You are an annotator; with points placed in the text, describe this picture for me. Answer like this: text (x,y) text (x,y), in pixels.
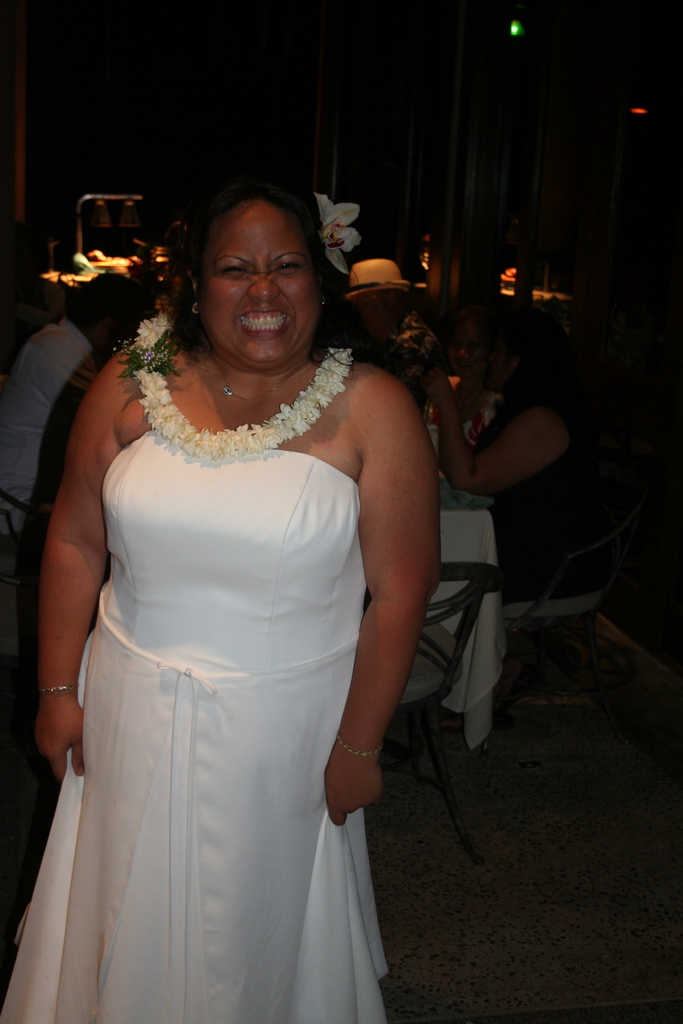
In this picture we can see there is a woman (134,702) standing on the floor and behind the women (205,548) there are groups of people (21,365) sitting on chairs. Behind the people (381,268) there is a dark background (537,146) and lights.
